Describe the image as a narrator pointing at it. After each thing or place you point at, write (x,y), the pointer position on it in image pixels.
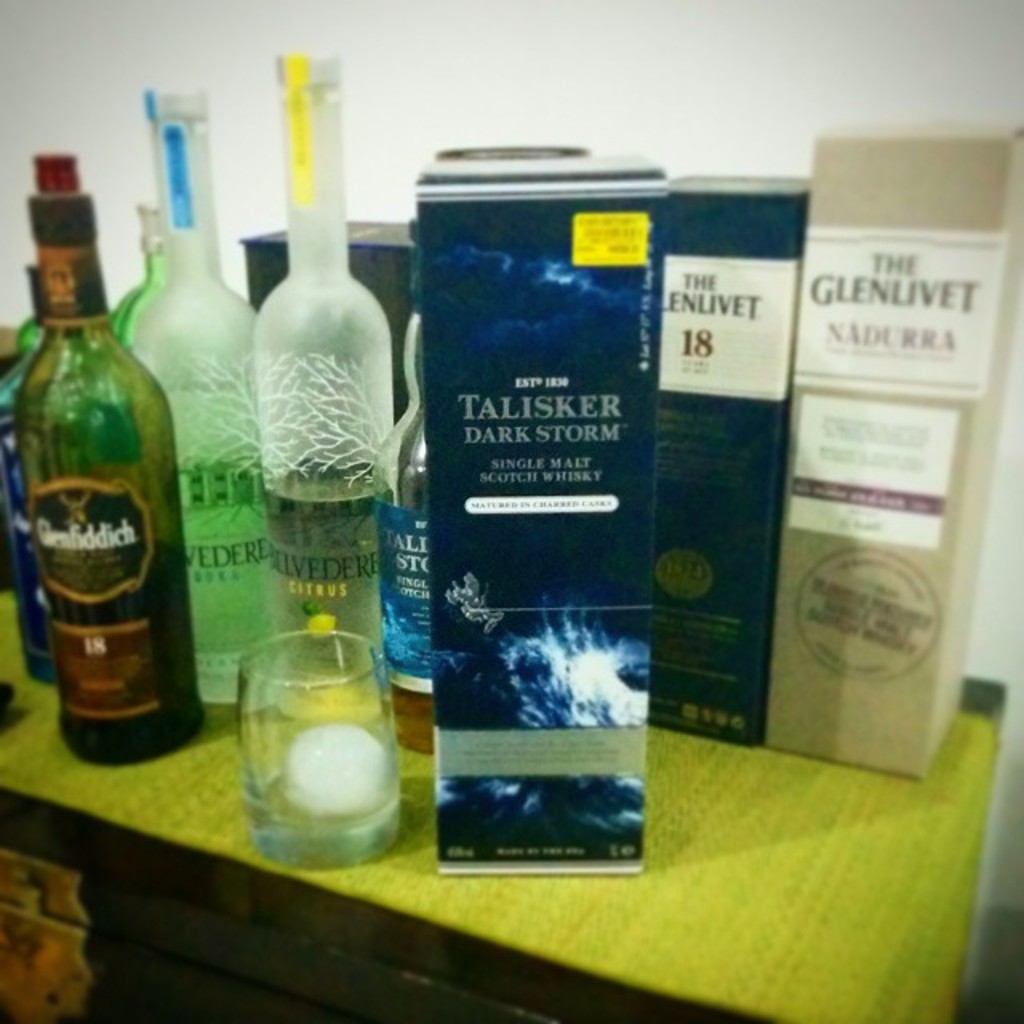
In this picture there are few wine bottles (102,444) on table (594,891). There are pack boxes (530,573) with bottles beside them. There is a glass (296,723) in front of the bottles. They are placed on table (144,778) beside a wall (506,50) painted in white.
